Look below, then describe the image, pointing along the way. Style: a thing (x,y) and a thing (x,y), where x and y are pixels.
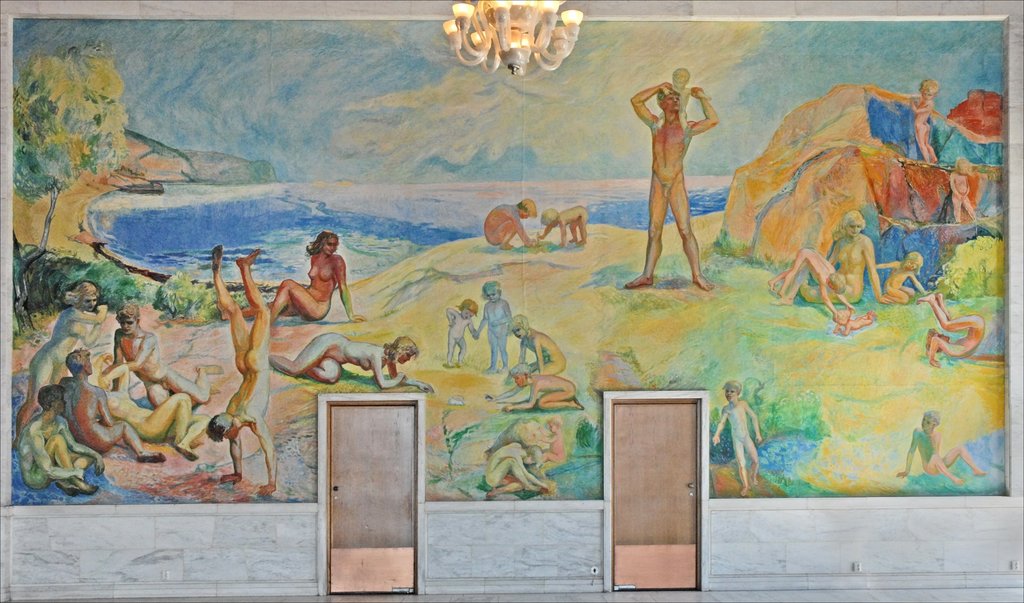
This is a painting and here we can see many people (337,253), water (363,210), trees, rocks (833,174), lights (540,2) and door (651,485) are there.
